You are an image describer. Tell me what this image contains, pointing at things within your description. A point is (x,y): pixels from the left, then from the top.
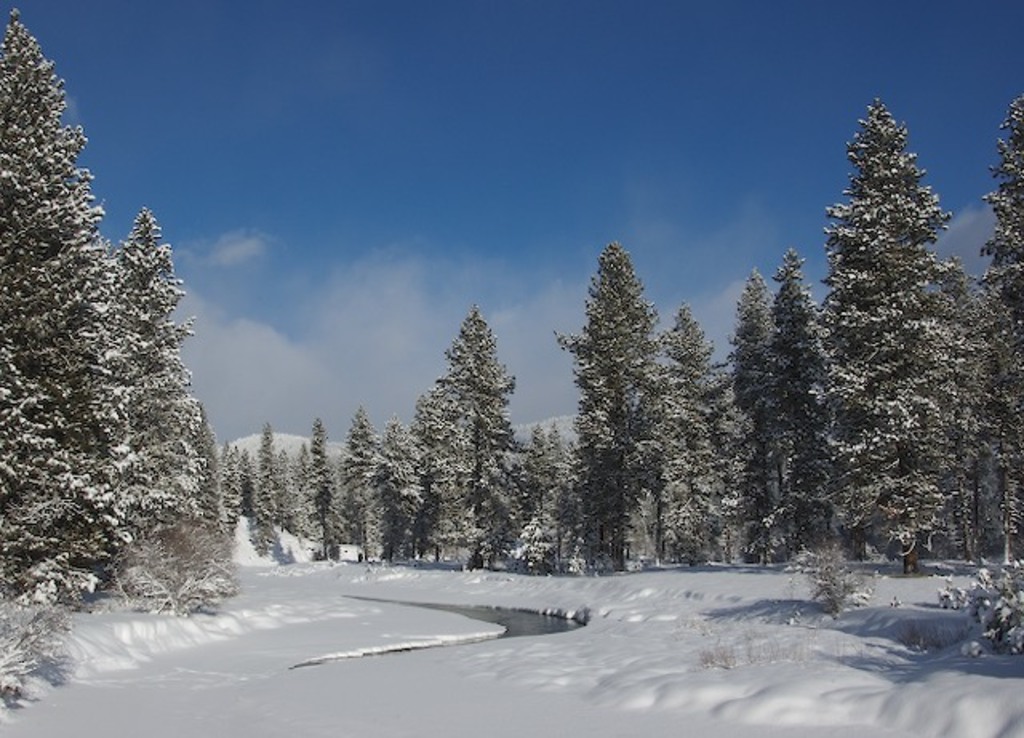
At the top (710,165) we can see sky (364,97). These are trees (386,535). Here we can see snow (525,602) and water (511,619).
